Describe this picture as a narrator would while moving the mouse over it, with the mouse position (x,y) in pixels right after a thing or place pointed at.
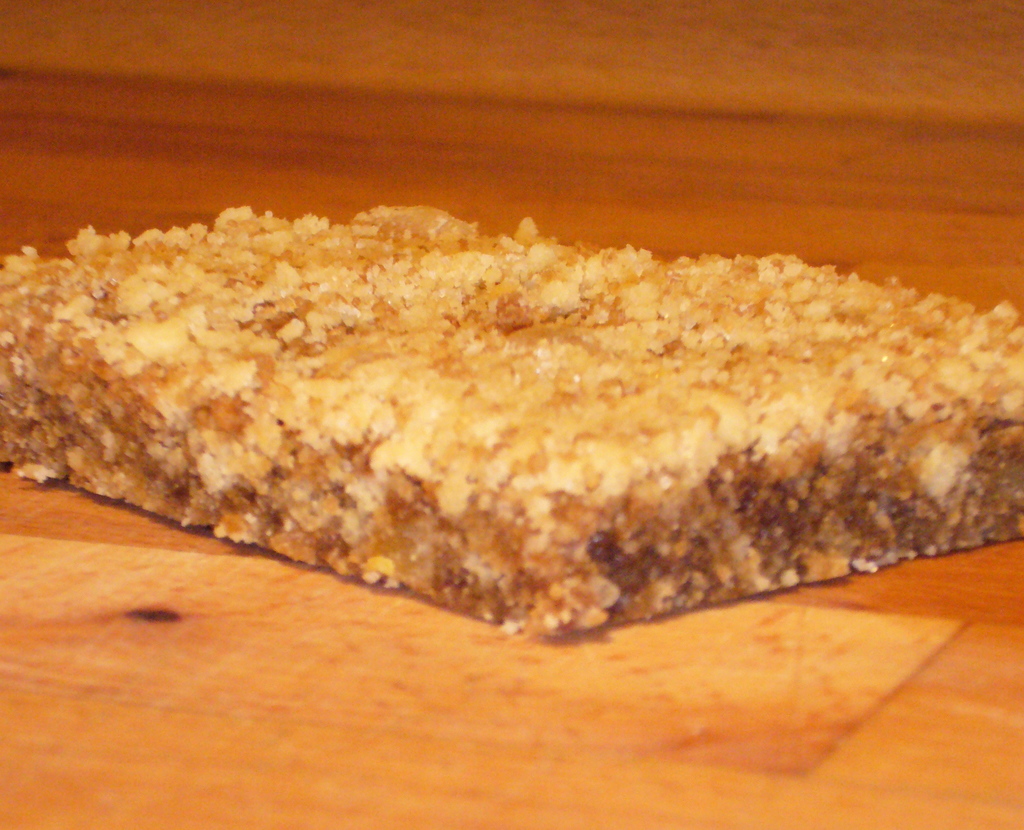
In this image I can see the food item (582,343) on the brown color surface (416,729). I can see the food item (469,336) is in cream and brown color.
